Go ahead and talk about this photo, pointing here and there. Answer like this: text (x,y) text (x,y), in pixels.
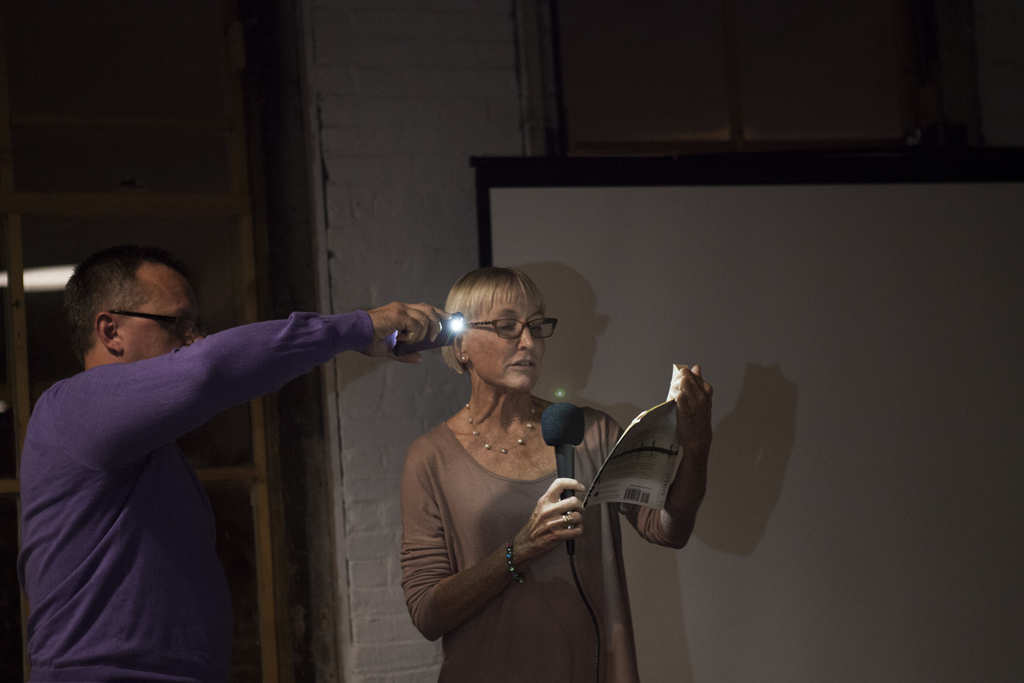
In this image I can see a man (133,681) and a woman (491,400) are standing. I can see she is holding a book (656,484) and he is holding a flashlight (428,346). Both of them are wearing specs (171,323).
